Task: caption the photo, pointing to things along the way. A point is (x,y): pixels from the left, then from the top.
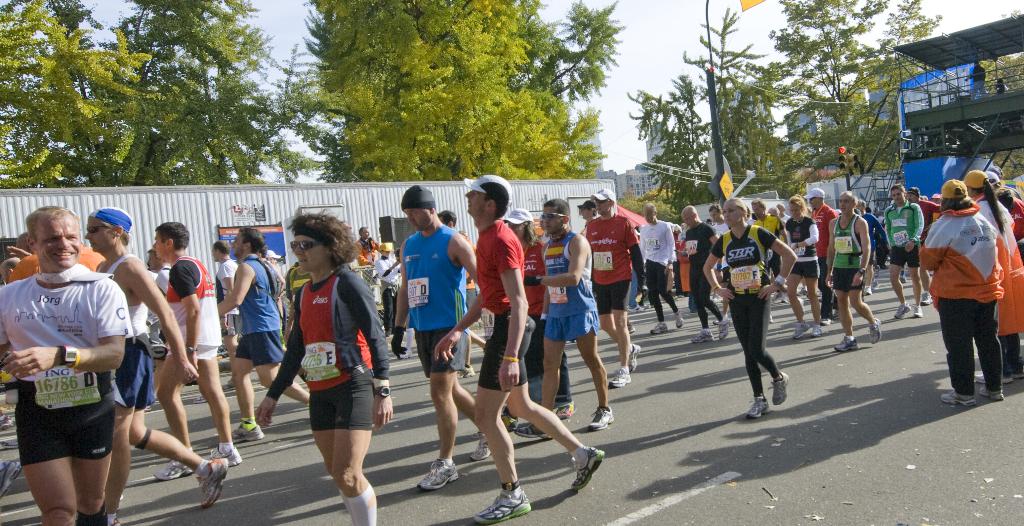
In this picture I can see group of people (558,281) are standing on the road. In the background (530,200) I can see the sky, white color wall (285,229) and trees (886,147). On the right side (948,137) I can see pole (716,117), buildings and some other objects (906,133). On the road (665,470) I can see white color lines (688,495).
